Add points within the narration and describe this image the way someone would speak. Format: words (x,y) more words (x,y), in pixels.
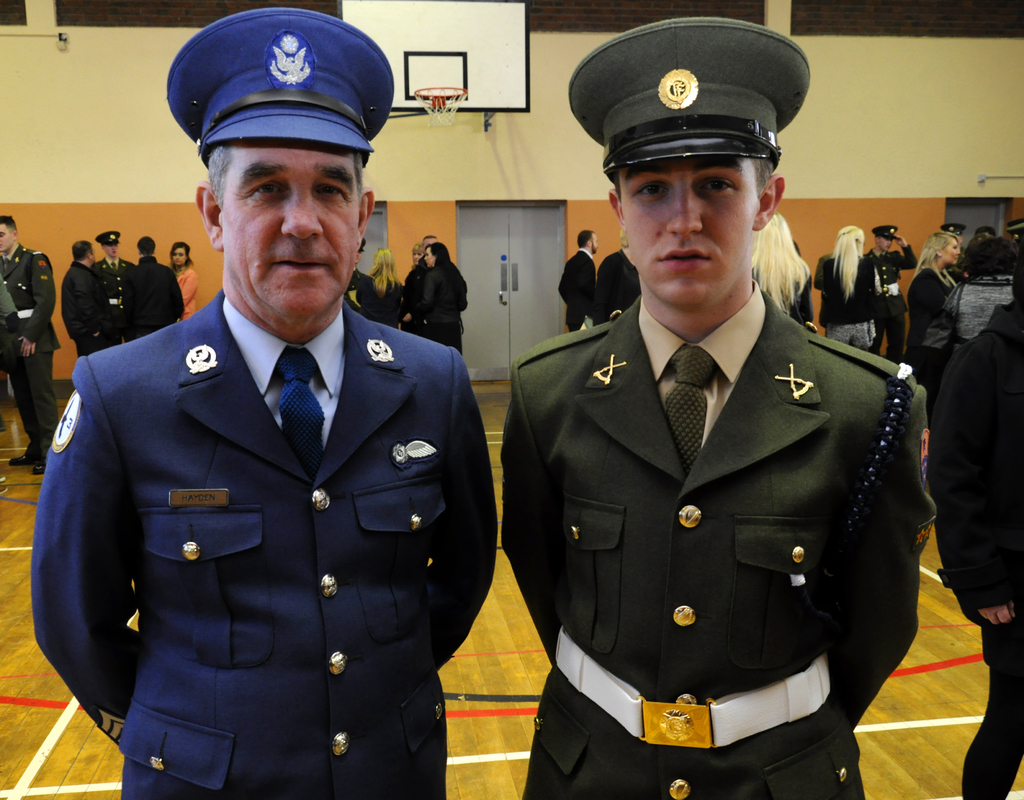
In this image in the foreground (537,385) there are two persons (617,474) who are wearing uniform (342,393), and in the background (772,278) there are a group of people (807,286). At the bottom (532,701) there is floor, and in the background (481,84) there is net (451,119), board (515,80), doors (537,213) and wall (114,111) and some objects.
